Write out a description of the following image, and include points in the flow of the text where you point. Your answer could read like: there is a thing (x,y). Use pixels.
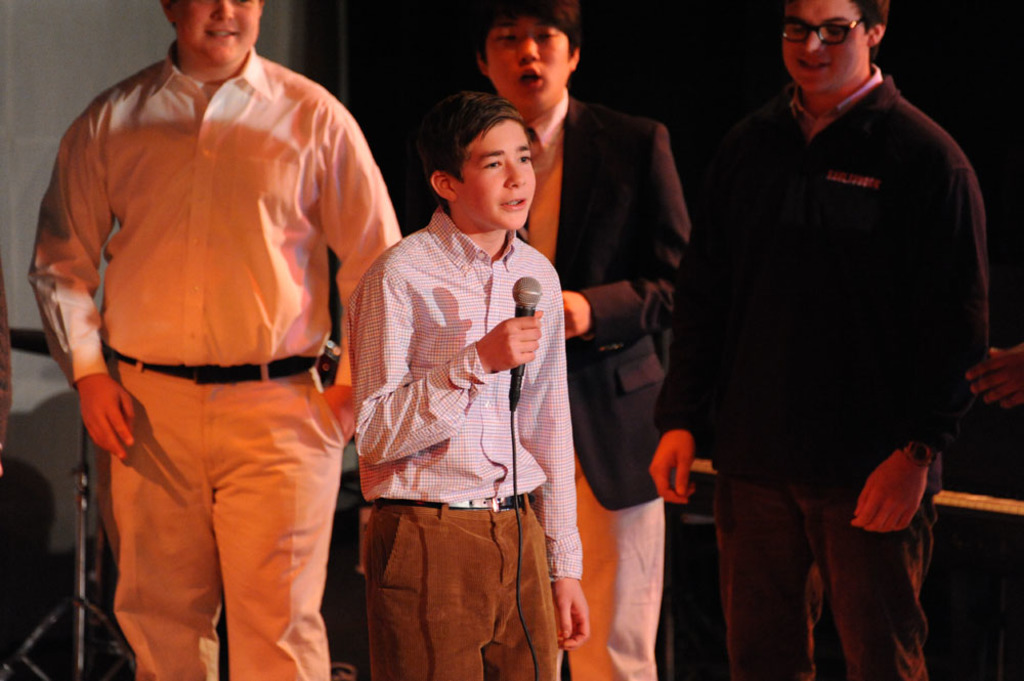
In this image we can see a few people (463,274) standing. And we can see the microphone (533,292) in one of their hands (534,342).
